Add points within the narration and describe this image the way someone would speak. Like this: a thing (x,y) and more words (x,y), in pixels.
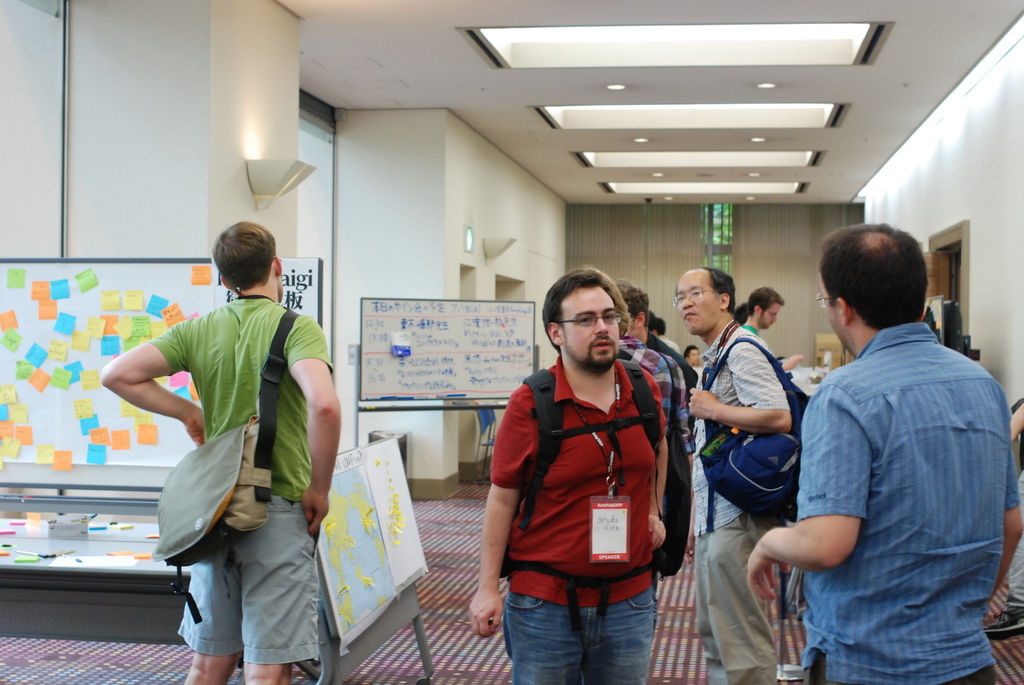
In this image there are persons (836,306), there are persons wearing bags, there are blinds (789,246), there are objects (821,366) on the surface (804,367), there is a wall (975,195) truncated towards the right of the image (983,125), there is a person (1018,434) truncated towards the right of the image (1005,601), there is a roof (634,183), there are lights (681,116) on the roof (688,110), there are boards (378,449), there is text (446,361) on the boards (425,389), there is a board (48,386) truncated towards the left of the image (78,315), there are windows (316,177), there is a window (44,111) truncated towards the left of the image (33,62), there are lights (284,178) on the wall (265,133).
